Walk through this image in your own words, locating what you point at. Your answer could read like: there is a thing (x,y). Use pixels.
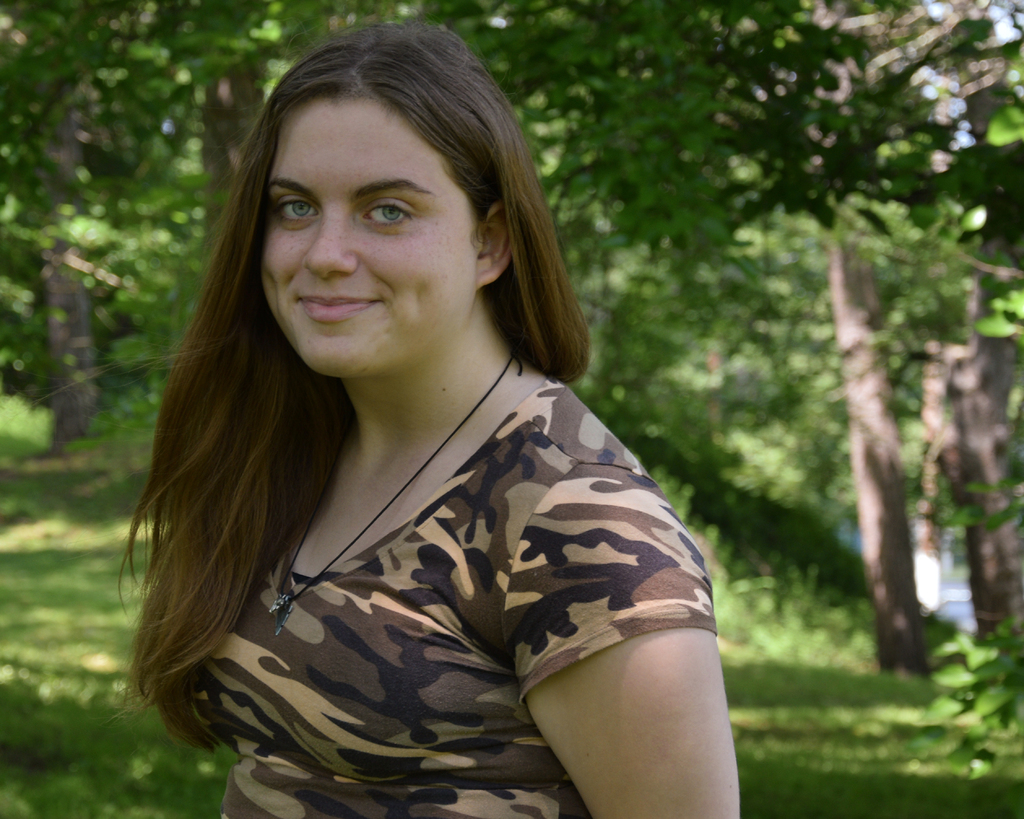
In this image, we can see a woman (666,507) standing and she is smiling, in the background (611,53) there are some green color trees (545,34).
